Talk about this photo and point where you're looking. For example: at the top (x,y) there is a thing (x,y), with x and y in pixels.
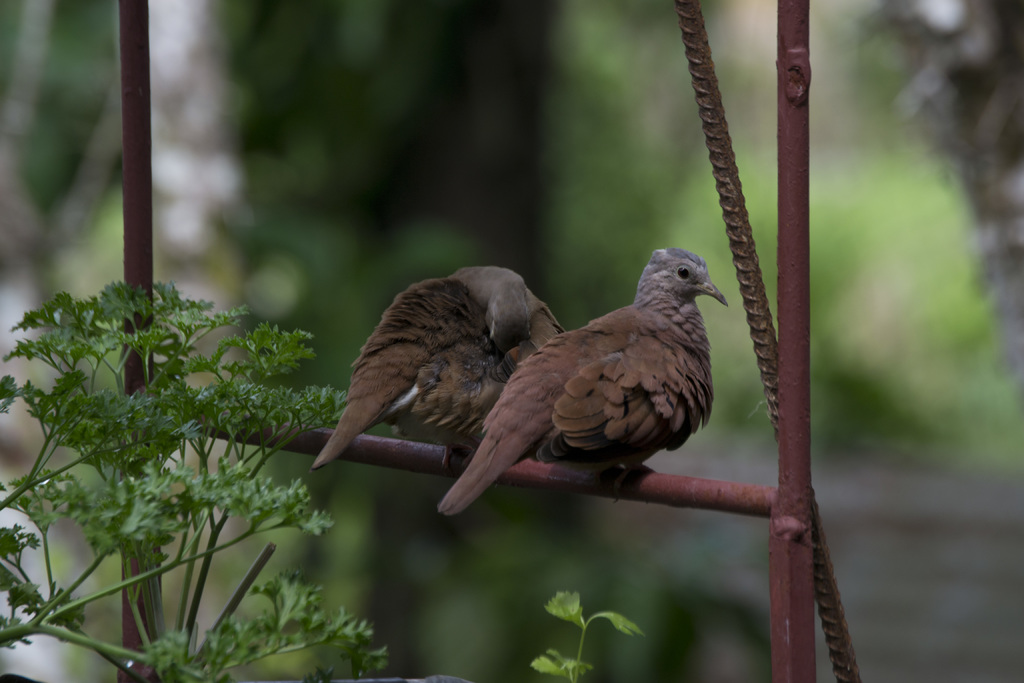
In this picture, we see two birds (601,325) on the iron rod (765,497). On the left side (318,396), we see the trees (270,496). In the background (381,236), it is green in color. This picture is blurred in the background (419,479).
